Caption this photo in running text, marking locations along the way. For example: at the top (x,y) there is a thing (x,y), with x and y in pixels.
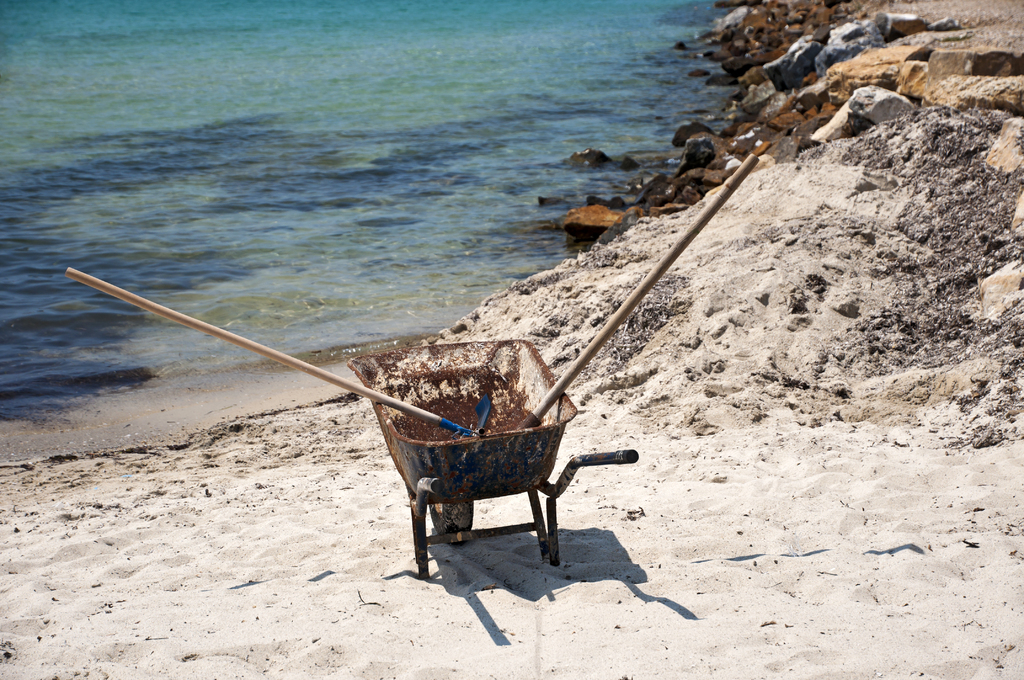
In this picture I can see a wheelbarrow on the sand (71,455) in front and in it I can see 2 sticks (674,250). In the background (318,224) I can see the water (260,150) and on the right side of this picture (683,192) I can see number of stones (746,115).
